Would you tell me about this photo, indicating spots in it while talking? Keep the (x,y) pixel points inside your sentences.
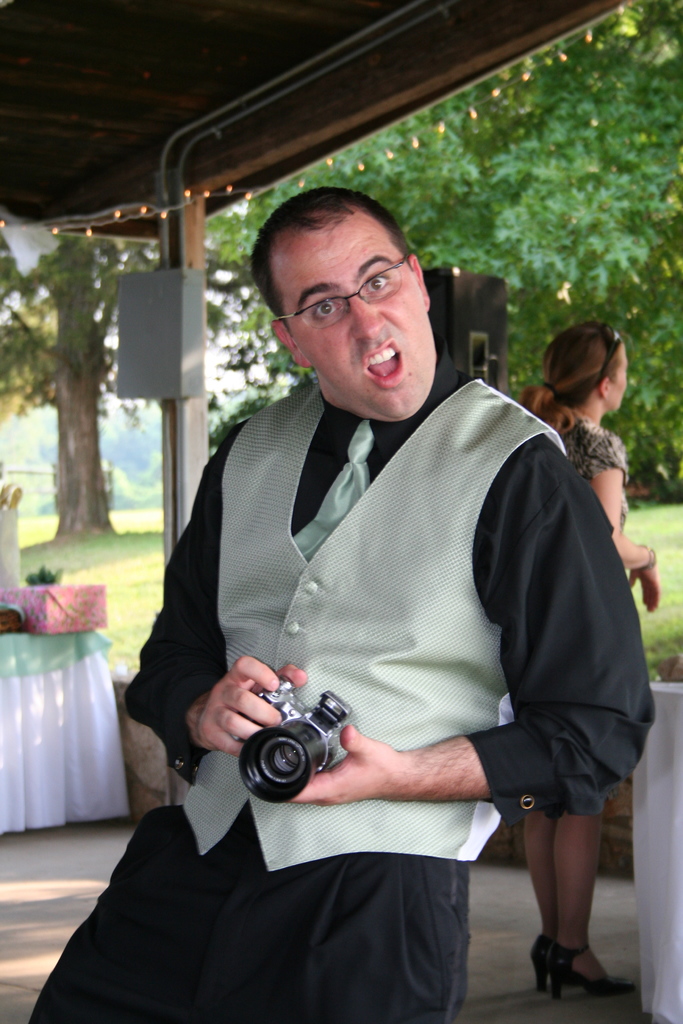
A man (243,488) is standing in the middle (421,394) and also holding a camera (293,785). He wear a jacket (447,605), tie (348,505). On the right (559,396) she is a woman (597,412).
